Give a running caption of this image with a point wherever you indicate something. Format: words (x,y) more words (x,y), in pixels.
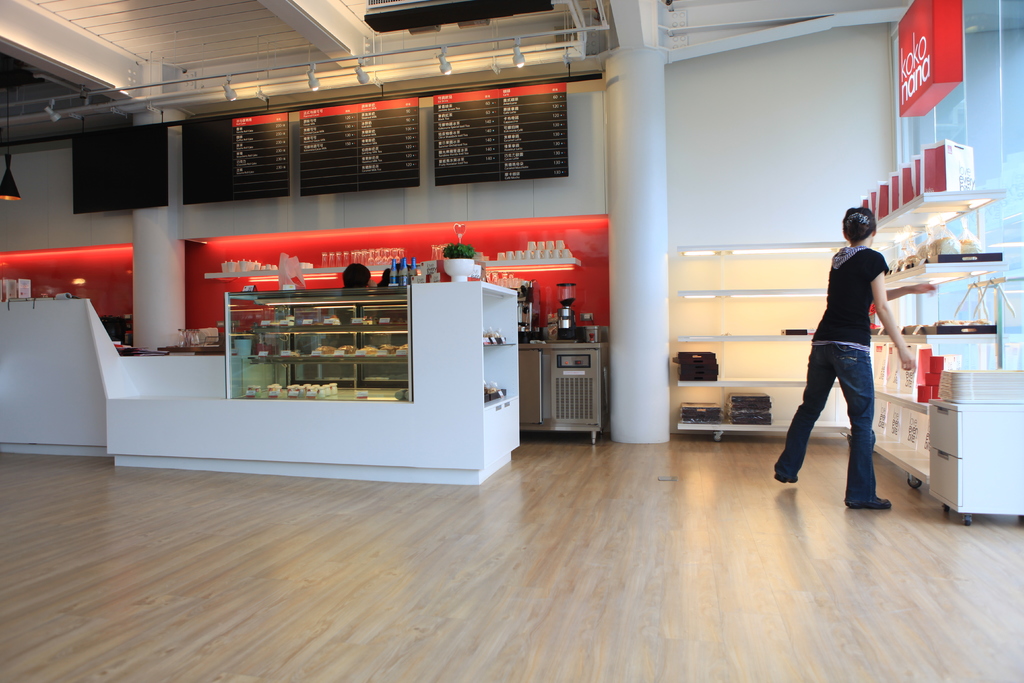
This is looking like a food court (662,260). On the right side (860,347) there is a person (859,338) standing on the floor (821,505) facing towards the right side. In front of this person (859,325) there is a rack (910,283) which filled with some objects (934,184). On the left side (305,435) there is a table (226,433) and few racks (246,277) in which few objects (304,394) are placed and there are two pillars (141,253). At the top (503,164) there are few monitors (305,158) attached to the wall (584,161). On the monitors (352,152) I can see the text (462,137).
